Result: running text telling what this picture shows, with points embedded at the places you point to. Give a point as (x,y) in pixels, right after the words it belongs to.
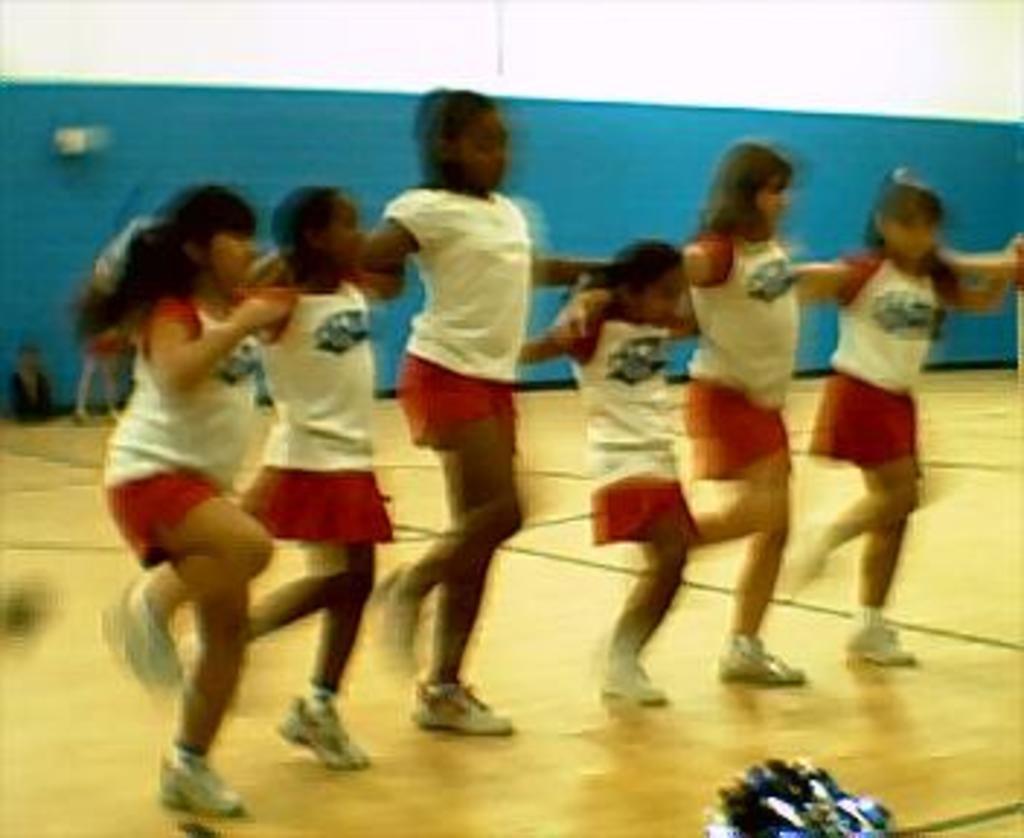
In this image there are six girls (256,303), there is a wooden floor (407,514), there is an object (767,812) towards the bottom of the image (808,802), at the background of the image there is a wall (59,324).
